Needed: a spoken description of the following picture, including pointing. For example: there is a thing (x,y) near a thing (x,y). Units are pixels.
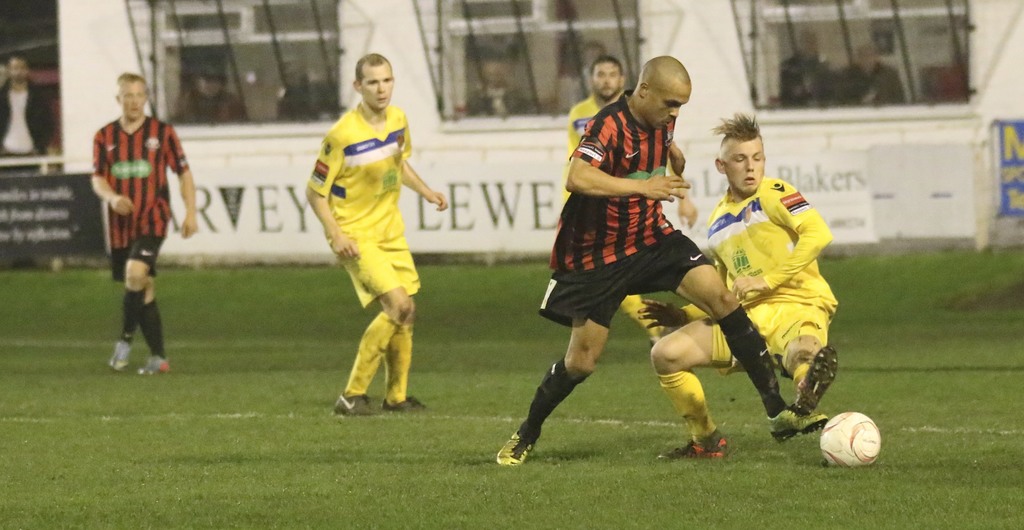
This is a playground (331,301). We can see all men (184,173) playing football here. On the background (228,185) we can see hoardings (297,176) and few persons (851,62) standing.
